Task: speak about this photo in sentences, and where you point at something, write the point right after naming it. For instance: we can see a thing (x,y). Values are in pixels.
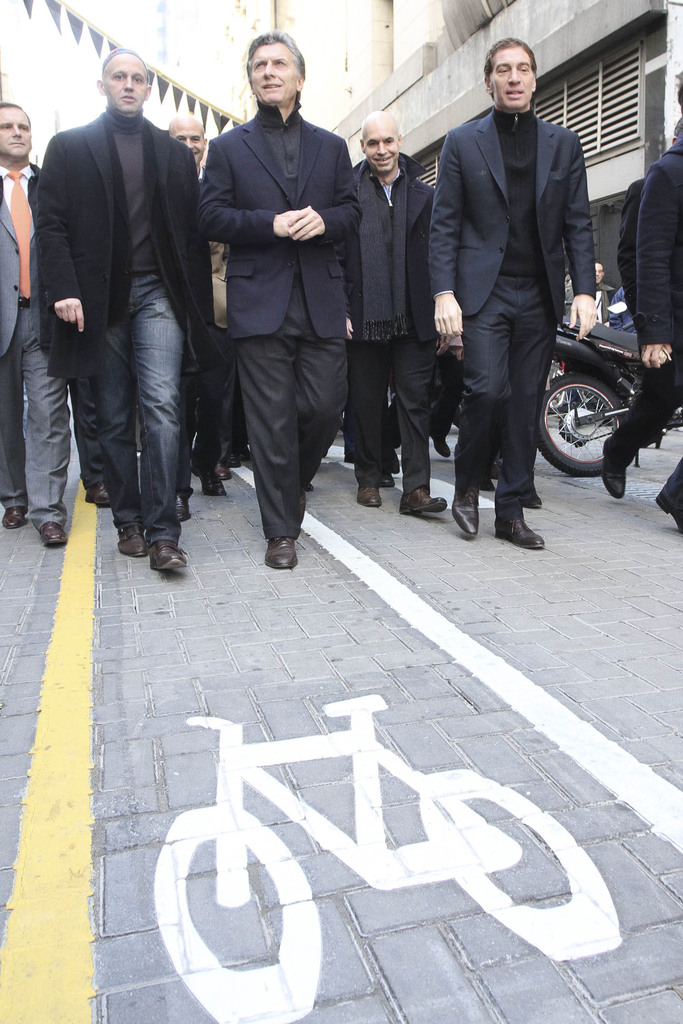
In this picture, there are group of people (372,257) walking on the road (430,795). Most of the men (357,353) are wearing blazers (357,292) and trousers (516,402). Towards the right (573,406), there is a motorbike (609,369). On the top (526,36), there is a building (620,45).
